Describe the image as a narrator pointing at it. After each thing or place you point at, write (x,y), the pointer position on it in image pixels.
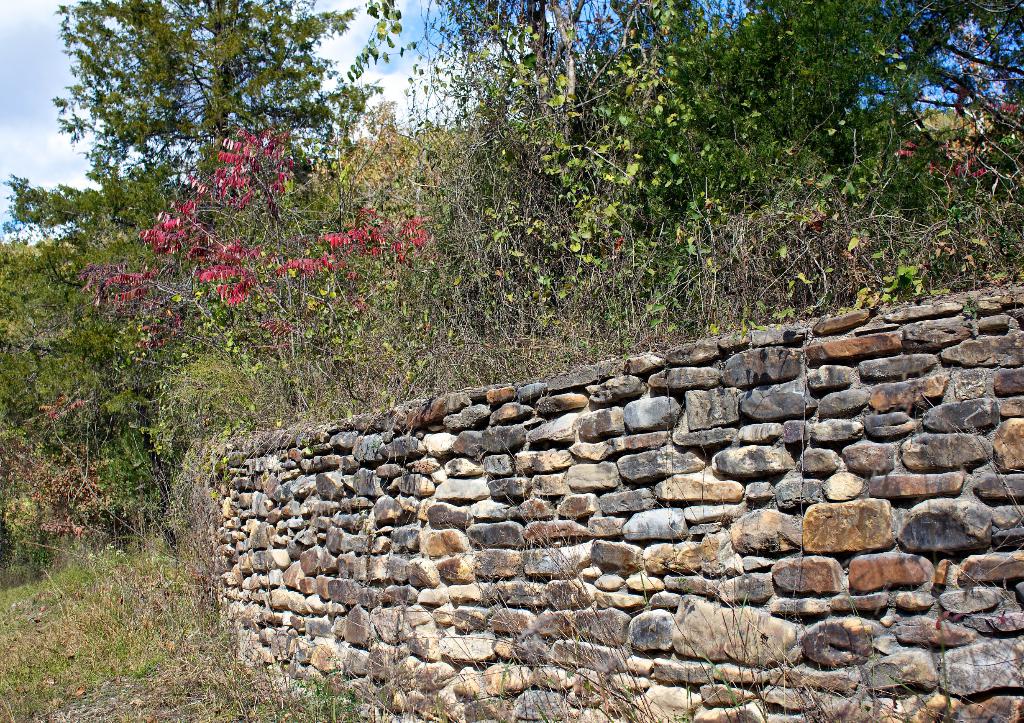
In this image we can see a wall (640,453) built with some stones (484,523). We can also see a group of plants (209,407) with flowers (329,249), trees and the sky (373,78) which looks cloudy.
